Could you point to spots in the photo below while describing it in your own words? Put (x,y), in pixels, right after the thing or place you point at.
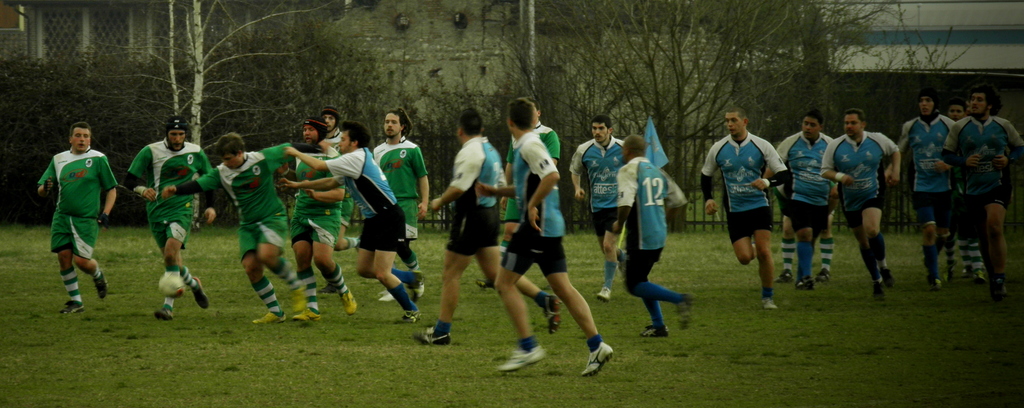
In this image I can see a group of people (651,235) running and they are wearing blue, white, black and green color dresses (474,212). Back I can see few trees (681,14), fencing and building (961,47).
